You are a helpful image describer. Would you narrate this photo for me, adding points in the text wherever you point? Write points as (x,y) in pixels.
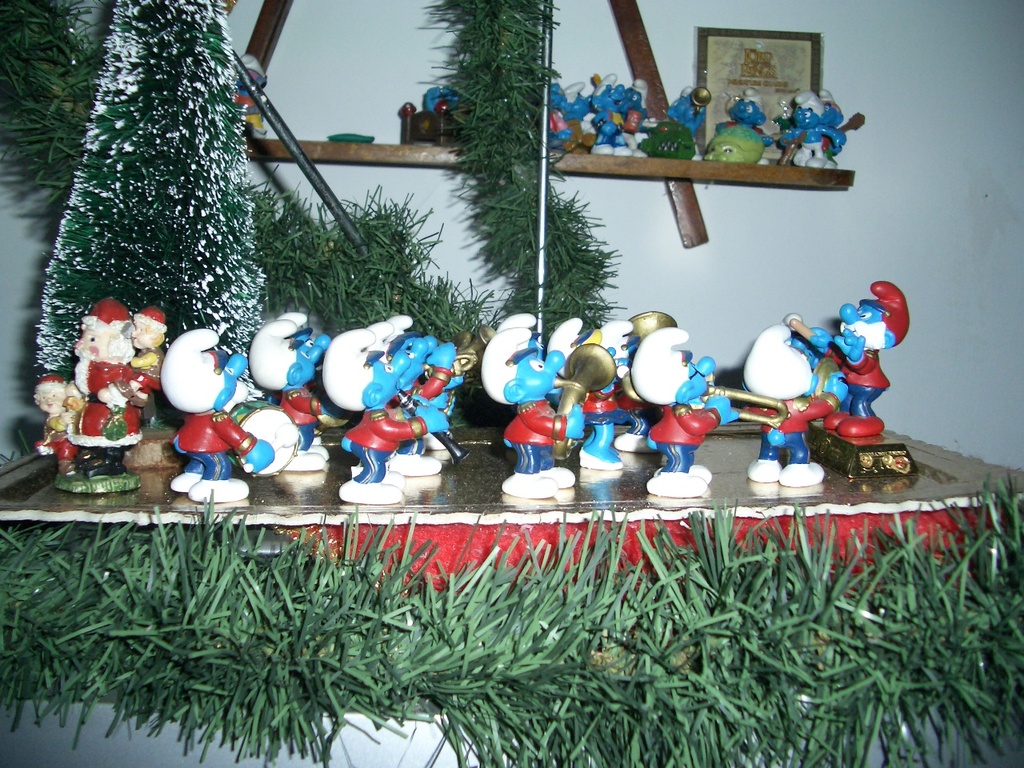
Here we can see toys (114,435) and grass (214,637). In the background (1007,350) there is a frame (767,100) and a wall (943,135).
